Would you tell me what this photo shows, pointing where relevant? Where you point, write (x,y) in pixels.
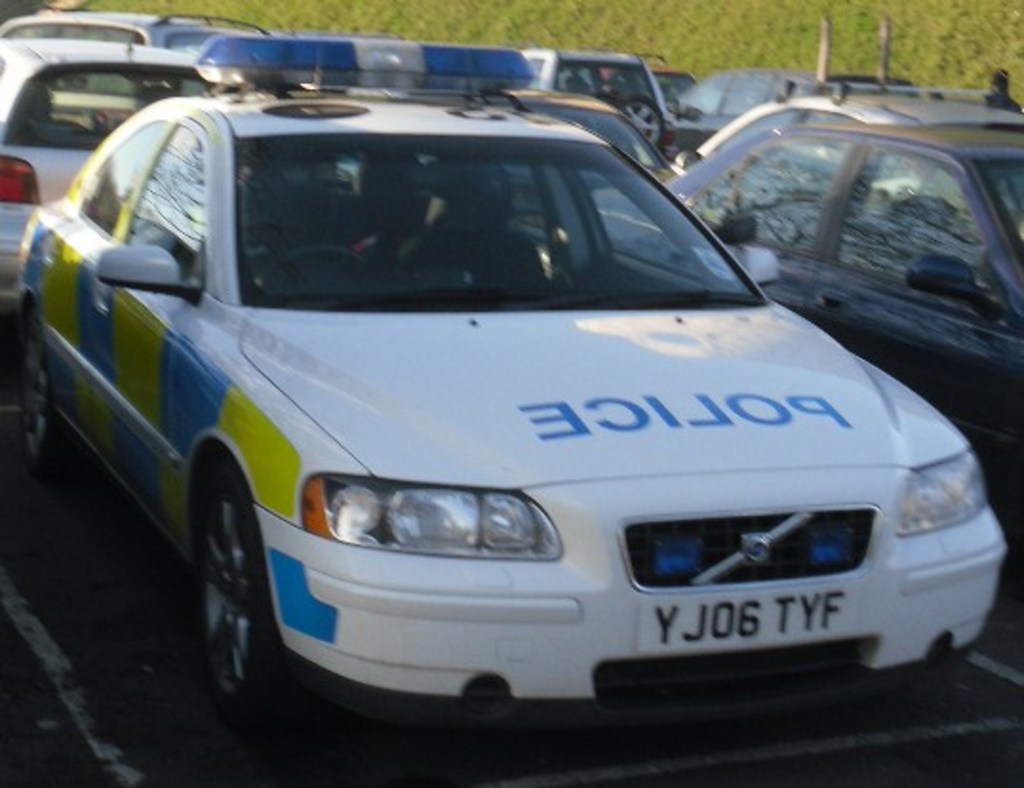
This image is taken outdoors. In the background (537,27) there are a few plants (632,28). At the bottom of the image (118,689) there is a road (893,717). In the middle of the image (500,379) many cars (519,185) are parked on the road (548,733).
